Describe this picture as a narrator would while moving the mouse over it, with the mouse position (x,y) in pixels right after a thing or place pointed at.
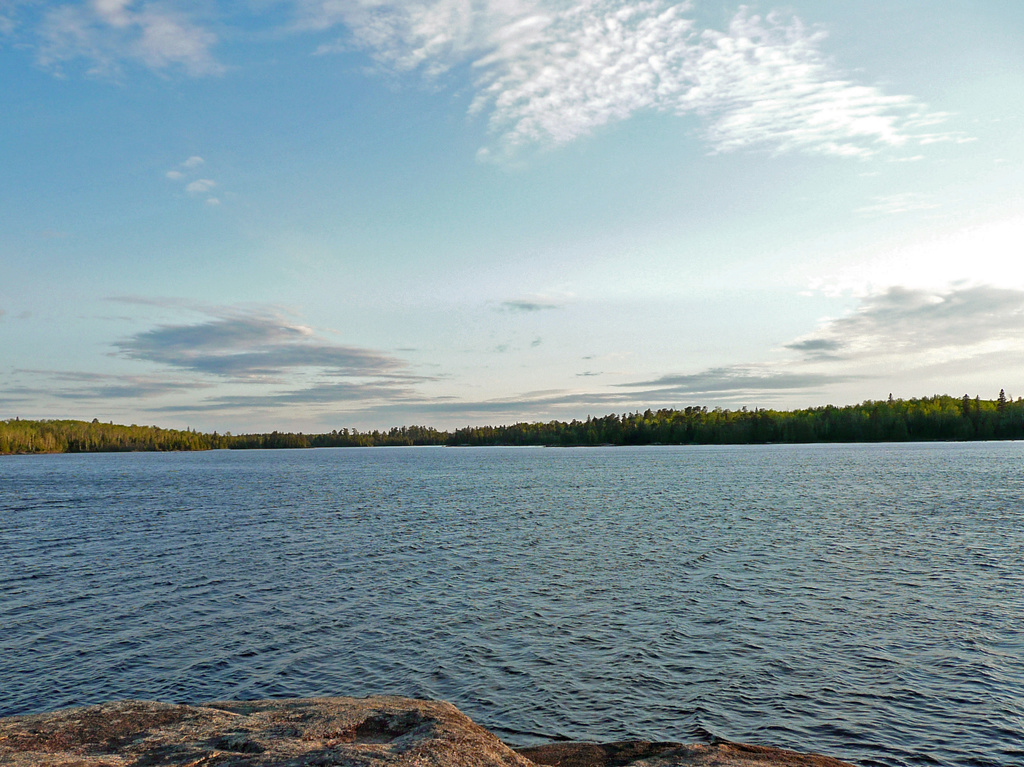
In this image, we can see some water (699,601) and a few trees (818,419). We can see some stones (478,740) at the bottom (687,748). We can also see the sky (469,314) with clouds (535,23).
